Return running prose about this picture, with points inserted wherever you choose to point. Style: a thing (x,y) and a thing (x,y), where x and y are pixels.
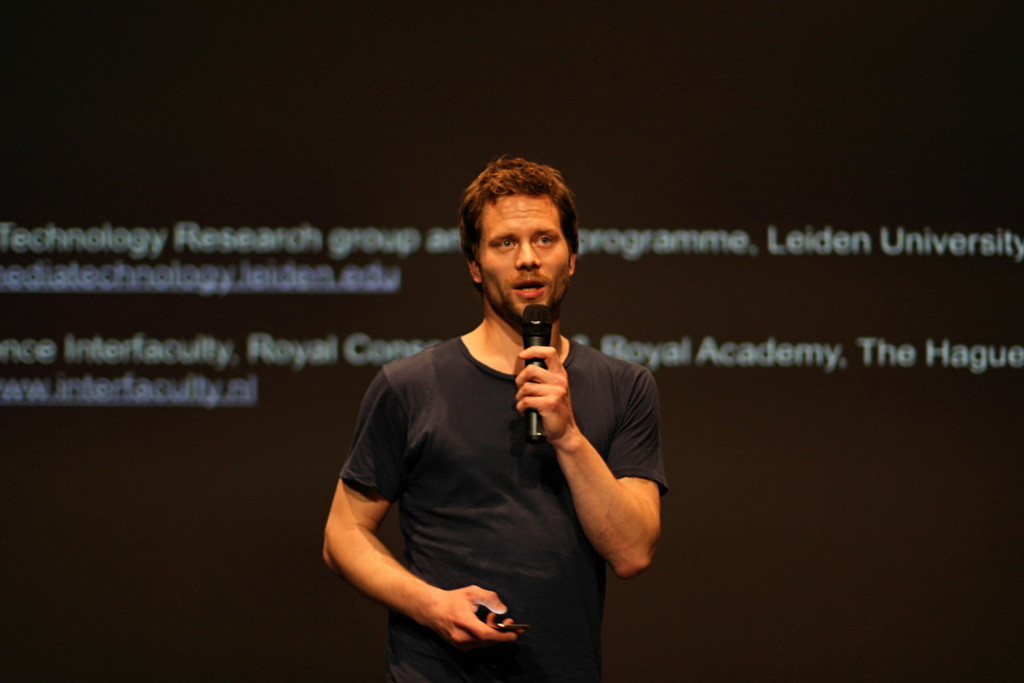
In this picture there is a person (383,517) who is standing at the center of the image (539,317), by holding a mic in his hand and about to say something, there is a black color background of the image (885,665) with something written on it.
